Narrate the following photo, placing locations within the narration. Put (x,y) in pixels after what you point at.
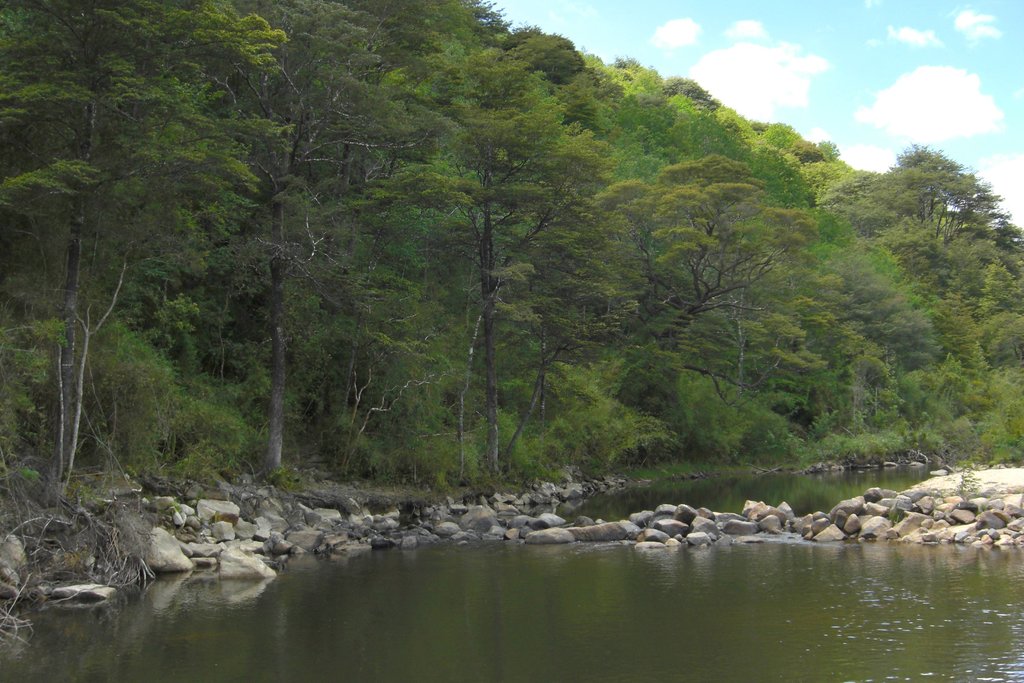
In this picture I can see the water (578,596) at the bottom (583,580), in the middle (482,450) there are stones (284,514) and trees (572,243). At the top (694,43) I can see the sky (745,36).
